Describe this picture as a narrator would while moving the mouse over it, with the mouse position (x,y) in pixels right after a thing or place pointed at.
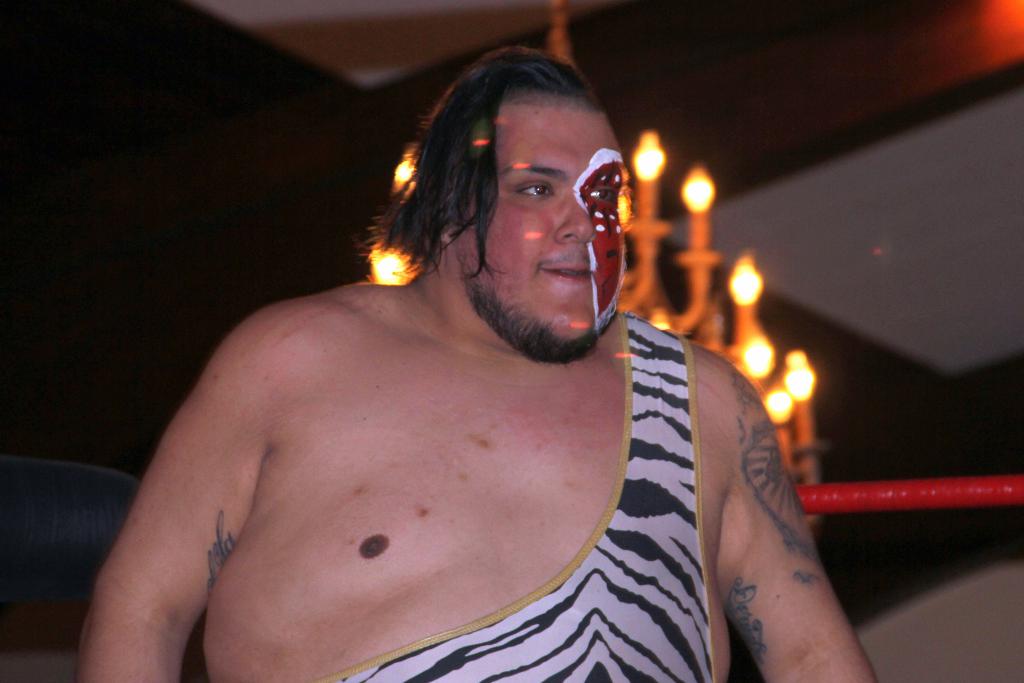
In this picture we can observe a person (458,375). We can observe a painting (605,211) on his body (368,485) and on his face (579,218). In the background (791,423) we can observe chandelier (706,299). The background (110,170) is blurred.
